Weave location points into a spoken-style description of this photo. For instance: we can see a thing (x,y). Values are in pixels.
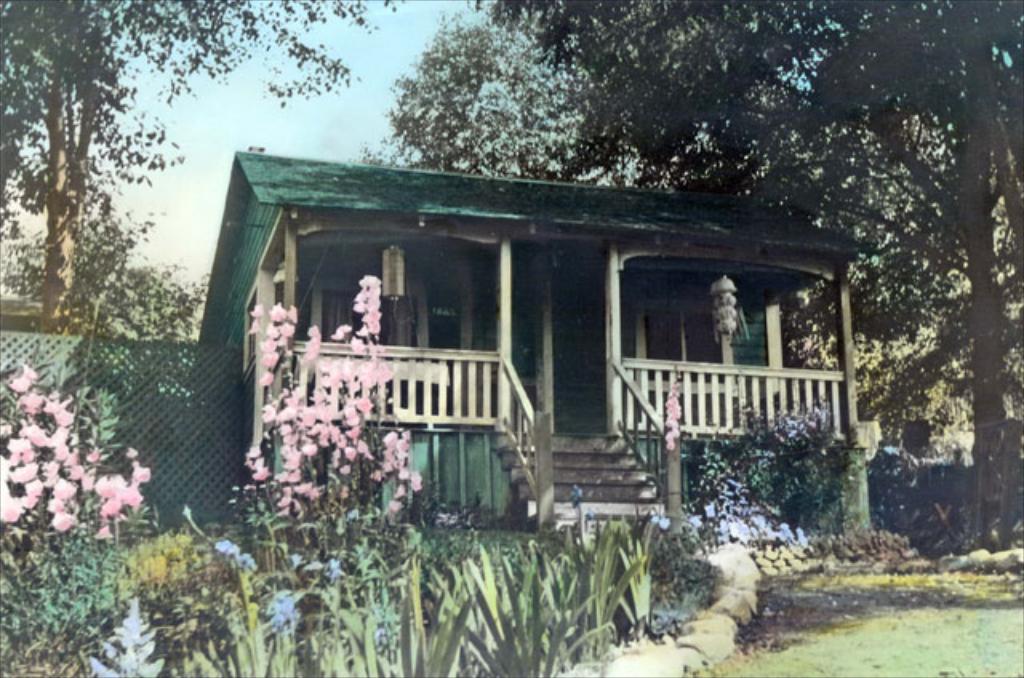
As we can see in the image there is a house (577,308), grass (829,646), plants (699,604), flowers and trees (80,245). On the top (263,83) there is a sky (341,103).
